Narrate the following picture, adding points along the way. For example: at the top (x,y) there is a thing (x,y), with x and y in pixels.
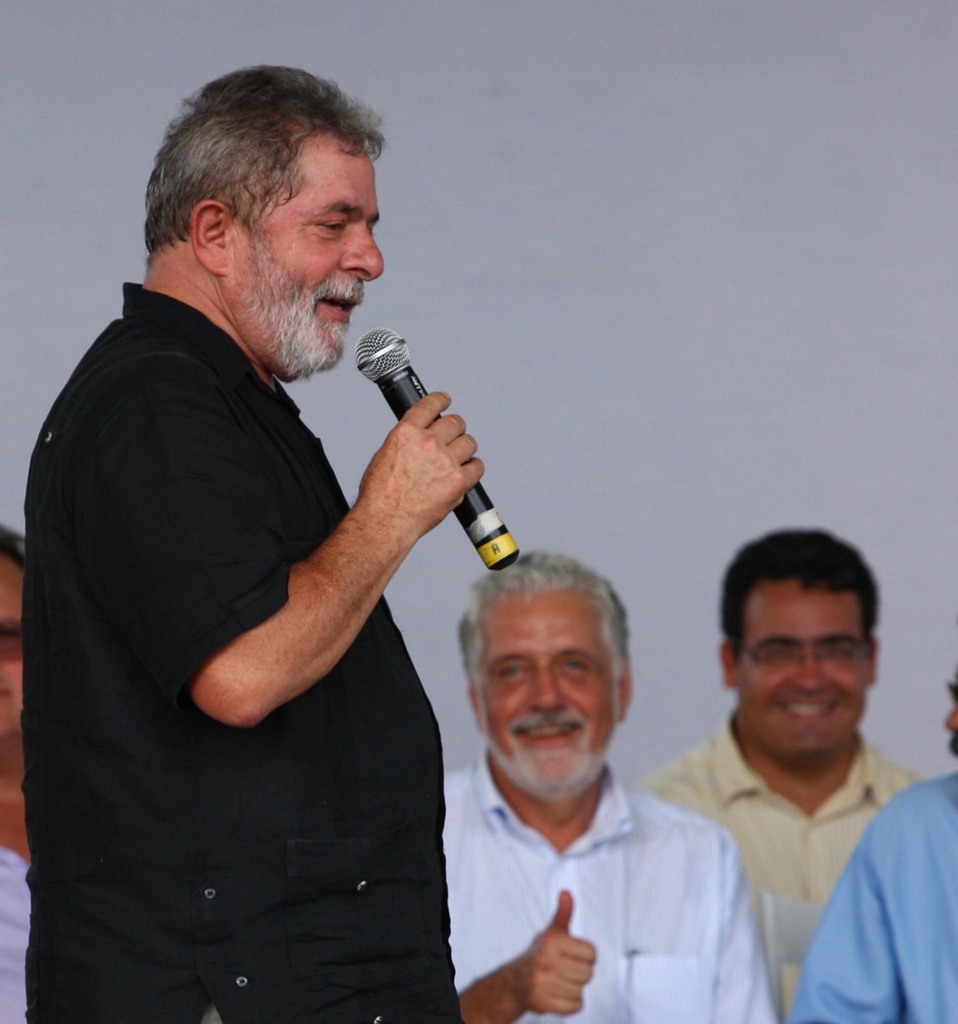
In this image there are group of people (344,643), person (229,690) with black shirt (215,827) is standing and talking and he is holding microphone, the person (580,807) with white shirt (645,812) and yellow shirt (755,855) are smiling.
